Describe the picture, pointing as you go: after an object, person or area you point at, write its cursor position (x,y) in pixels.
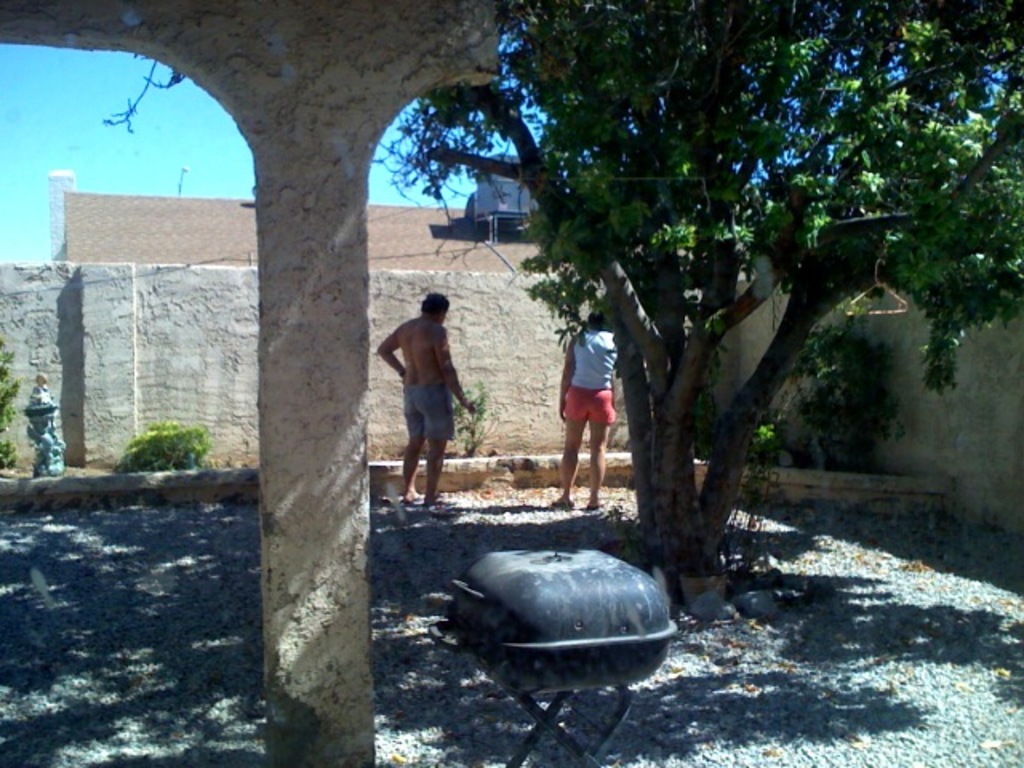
In this picture we can see 2 people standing in a place (706,723) with trees (673,402) & plants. Here we can see a grill stand (559,628).
